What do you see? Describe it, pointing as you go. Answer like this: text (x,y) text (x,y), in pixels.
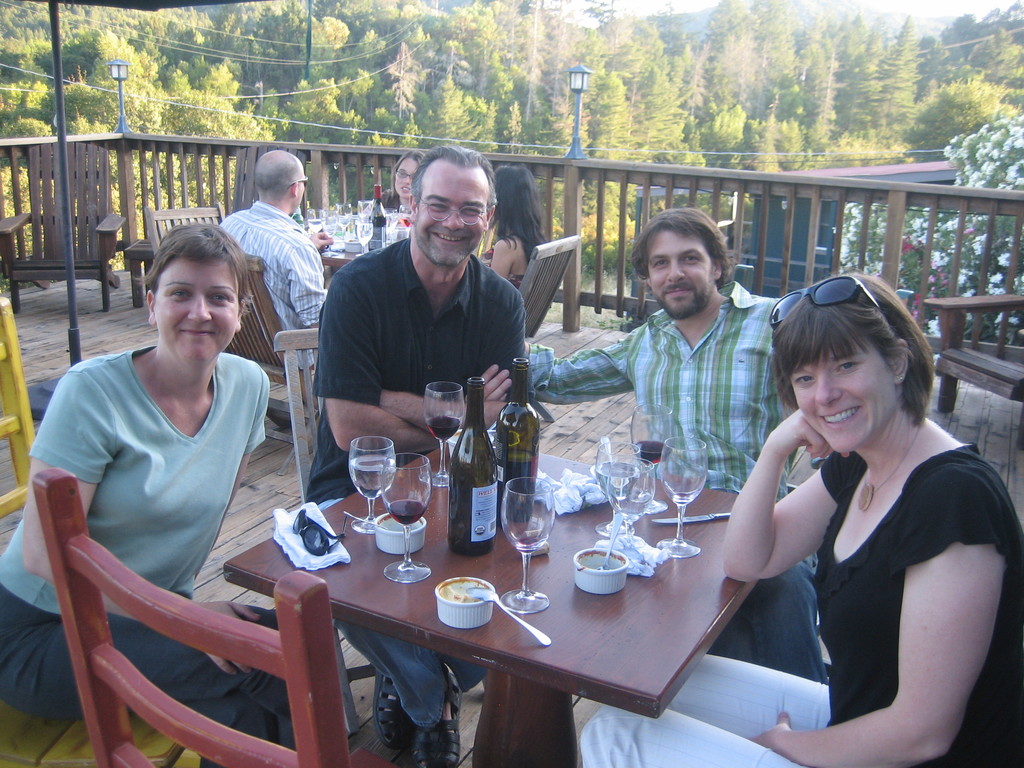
Four people (329,448) are sitting in front of a table (561,609) and the table (507,592) is in the middle of them, on the table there are bottles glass (419,467) and some drink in that. In center (429,351) he is a man (409,346) he is wearing a black shirt (421,336) and a trouser (426,667) and shoes (445,743) on the left side (152,447) there is a woman (134,452) he is wearing a tee shirt (174,517) and a trouser (173,652). In the middle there is a chair (314,702) on the right side (898,558) there is a woman (867,607) she is wearing a black top (872,647) and she is smiling her hair (830,328) is small. In the middle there is another group of people (266,249). On the top (482,39) there are many trees (603,78) and hills (708,30).
